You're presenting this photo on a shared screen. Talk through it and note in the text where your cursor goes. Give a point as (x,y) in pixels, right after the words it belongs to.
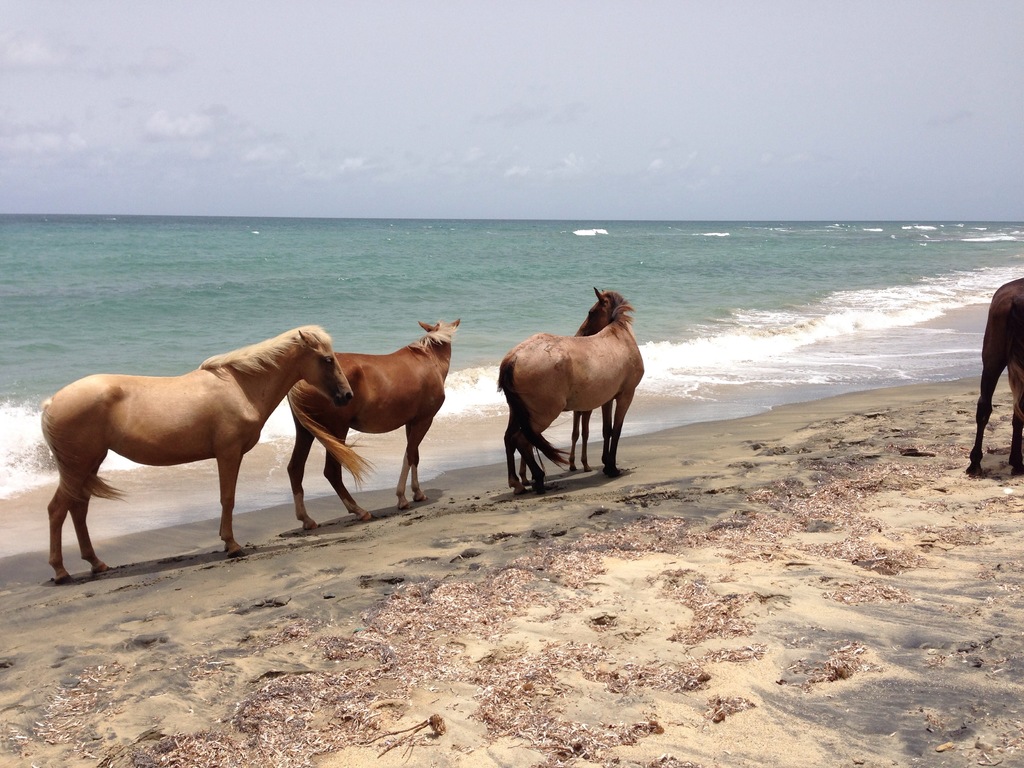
Horses (230,448) are walking towards the right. Behind them there is water (356,252).
